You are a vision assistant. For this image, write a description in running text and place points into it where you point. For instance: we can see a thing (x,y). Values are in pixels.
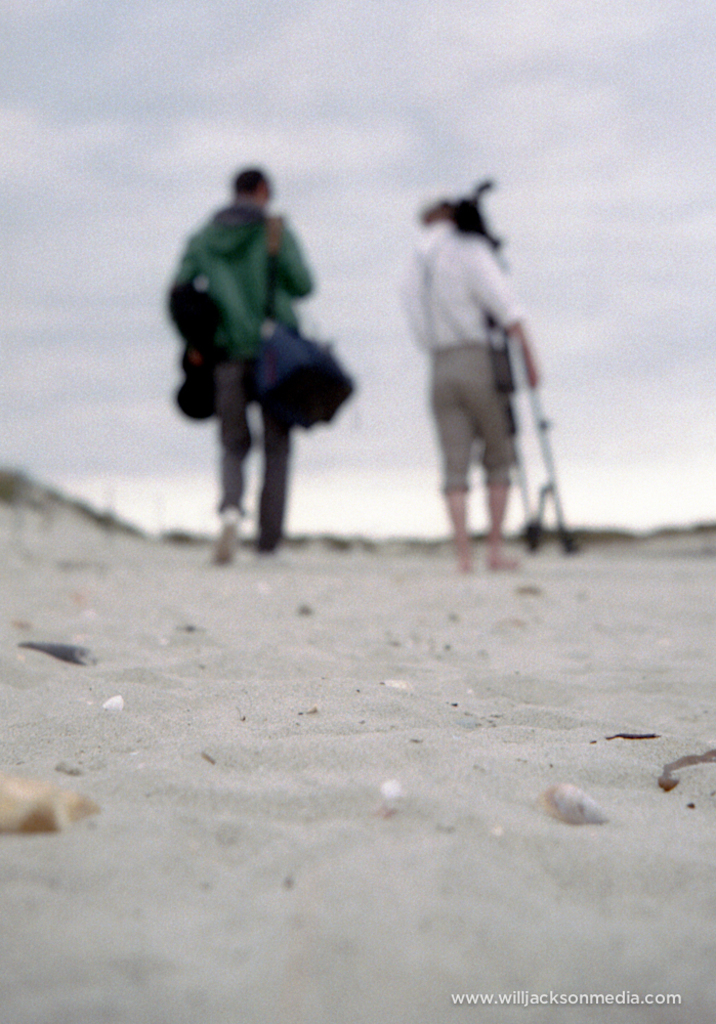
In the center of the image (476,362) there are two people (232,264) walking on sand (395,690) holding some objects (514,368). At the top of the image (321,131) there is sky (385,171) and clouds (664,441).
